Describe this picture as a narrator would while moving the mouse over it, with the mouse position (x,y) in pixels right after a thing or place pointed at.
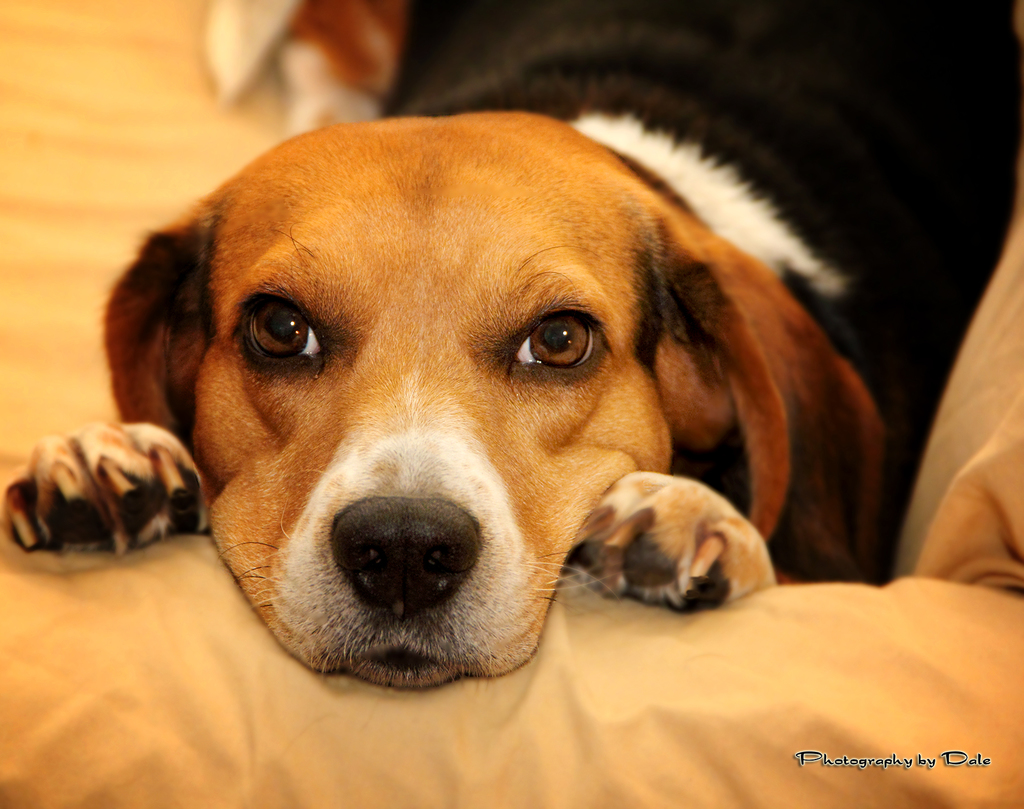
In this image I can see a dog (398,259) laying on the couch (692,691). The dog (402,240) is in brown and black color, and the couch (550,677) is in cream color.
